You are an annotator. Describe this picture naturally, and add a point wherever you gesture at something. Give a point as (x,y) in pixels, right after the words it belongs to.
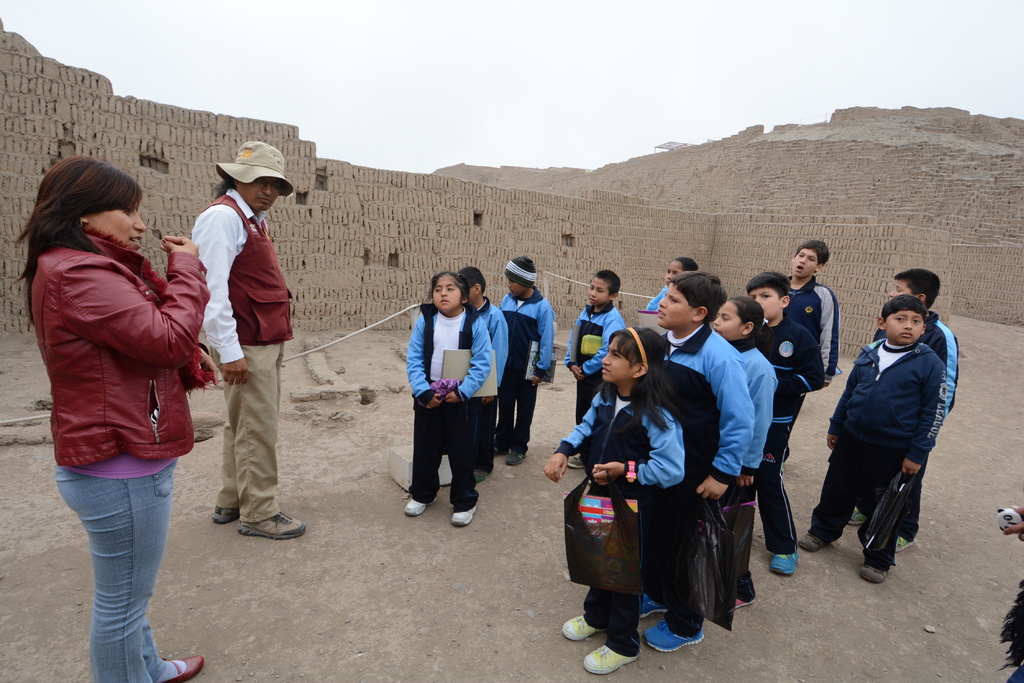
There is a man (232,310) and a woman (182,304) wearing jacket (182,326). Man (205,311) is wearing a hat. Also there are many children (718,422) holding packets (572,503) and some other things (456,365). In the back (509,211) there is a brick wall (518,213). Also there is sky (607,72).
